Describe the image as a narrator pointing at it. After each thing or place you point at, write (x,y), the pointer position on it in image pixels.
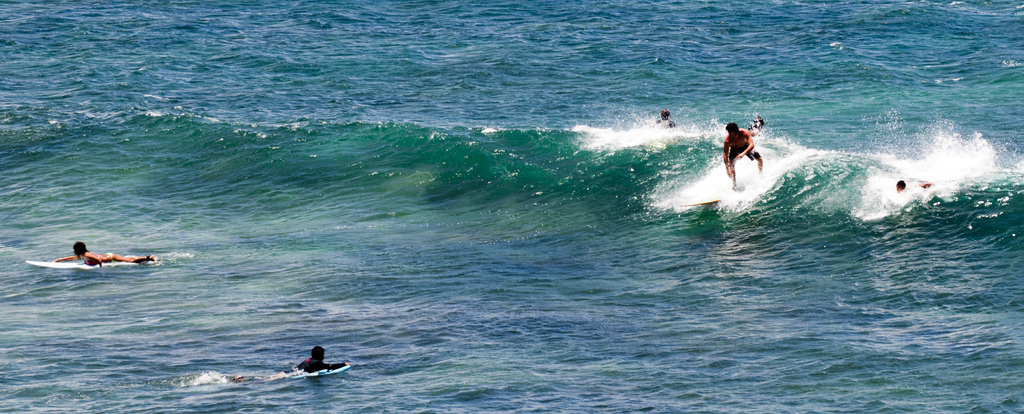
In this picture we can see a group of people (92,262) surfing with surfboards (311,374) on the water (421,354).
